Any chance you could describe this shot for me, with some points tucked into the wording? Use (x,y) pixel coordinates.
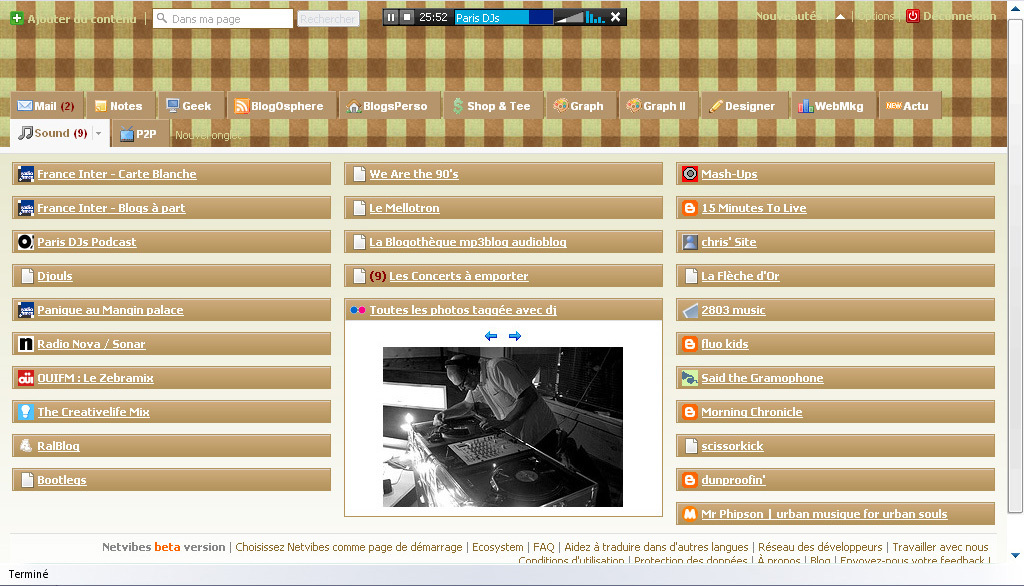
In this image I can see a screenshot of the screen (556,293).
